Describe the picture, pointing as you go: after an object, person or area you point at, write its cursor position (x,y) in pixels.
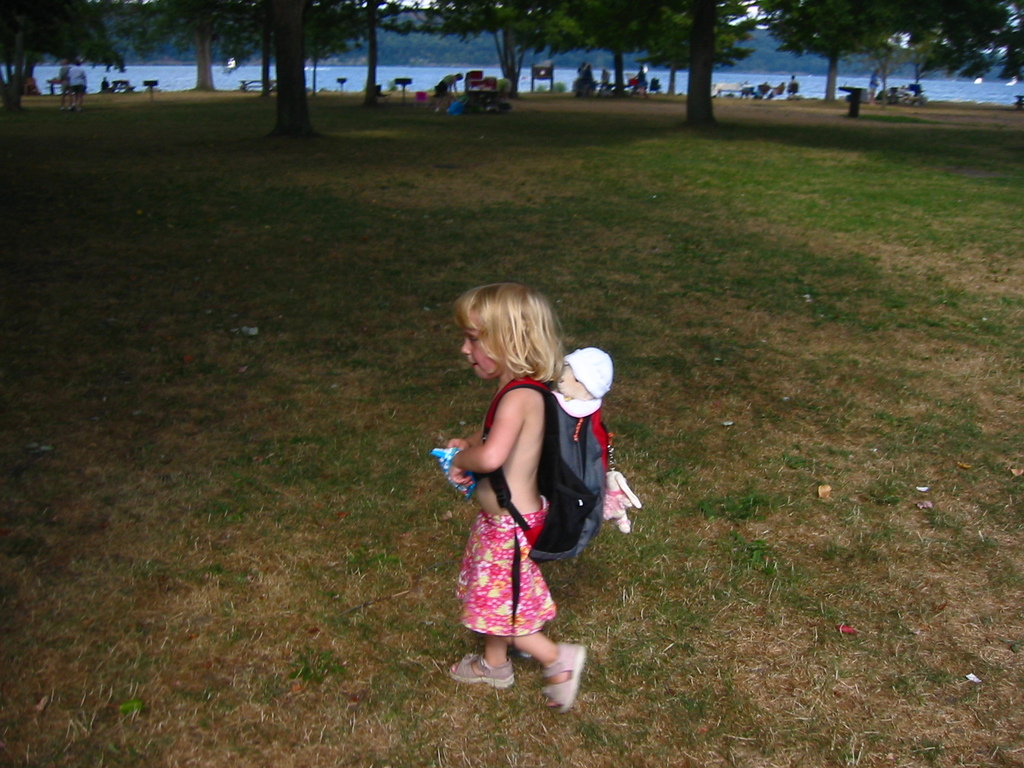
There is a small girl (480,566) in the center of the image (542,462) she is wearing a bag (490,418) and there is a toy (575,391) on the bag (591,435), on the grassland (640,446), by holding a snack packet (440,463) in her hands (460,455). There are people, benches (724,87), water (776,78), trees (871,34), it seems like sign boards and the sky (736,22) in the background area (349,78).
